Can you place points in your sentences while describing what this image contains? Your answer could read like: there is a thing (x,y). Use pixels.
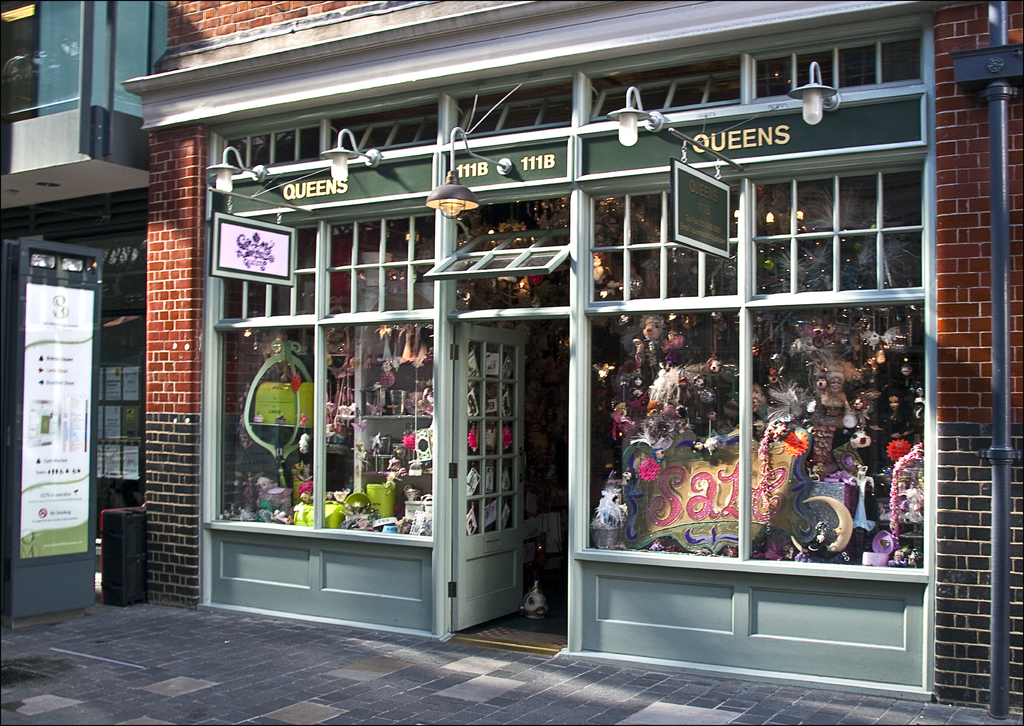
This is a building (348,250) and here we can see lights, boards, some posters (130,416), doors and windows (317,428) and through the glass (413,391) we can see toys (337,406) and some other objects (674,347) and there is a pole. At the bottom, there is a vase (531,589) on the floor (115,666).
